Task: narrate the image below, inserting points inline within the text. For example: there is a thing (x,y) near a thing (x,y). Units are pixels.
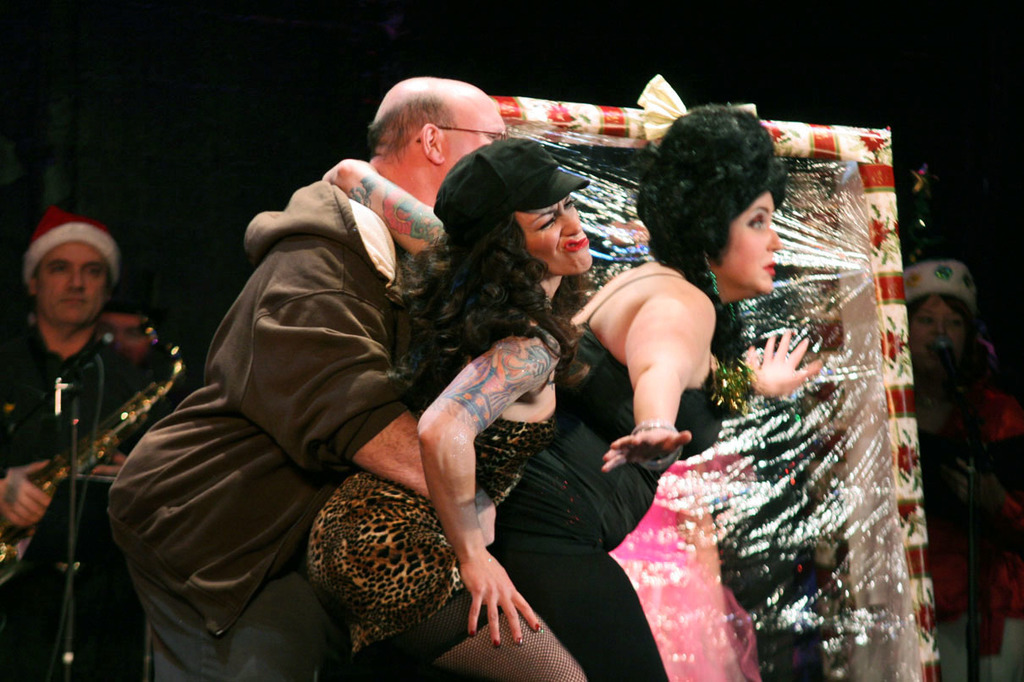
In this picture there is a man (393,137) holding a woman (450,339). Woman (479,481) is wearing black hat (514,204), behind her there is another woman (660,357) wearing black clothes (530,484). Towards the left (118,402) there is a man (38,231) holding the musical instrument (176,375). Before him there is a mike (62,386). Towards the right (922,420), there is a woman (947,429) singing on the mike (958,387). Before her there is an object (837,185).
